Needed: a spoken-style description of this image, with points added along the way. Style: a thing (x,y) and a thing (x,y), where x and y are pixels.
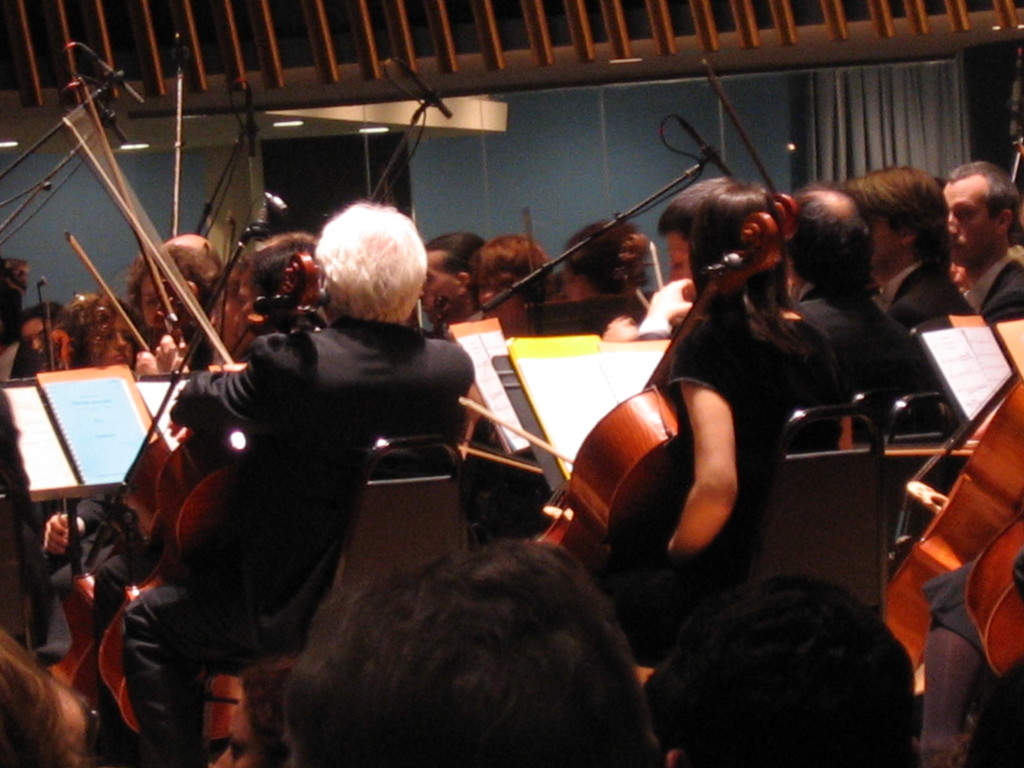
In the picture we can see some people (908,232) are sitting and playing a musical instruments (746,241) and in front of them we can see a stand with a papers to it and in the background (439,209) we can see a wall (555,248) with a curtain (870,72) which is grey in color and on the top of it we can see a railing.
